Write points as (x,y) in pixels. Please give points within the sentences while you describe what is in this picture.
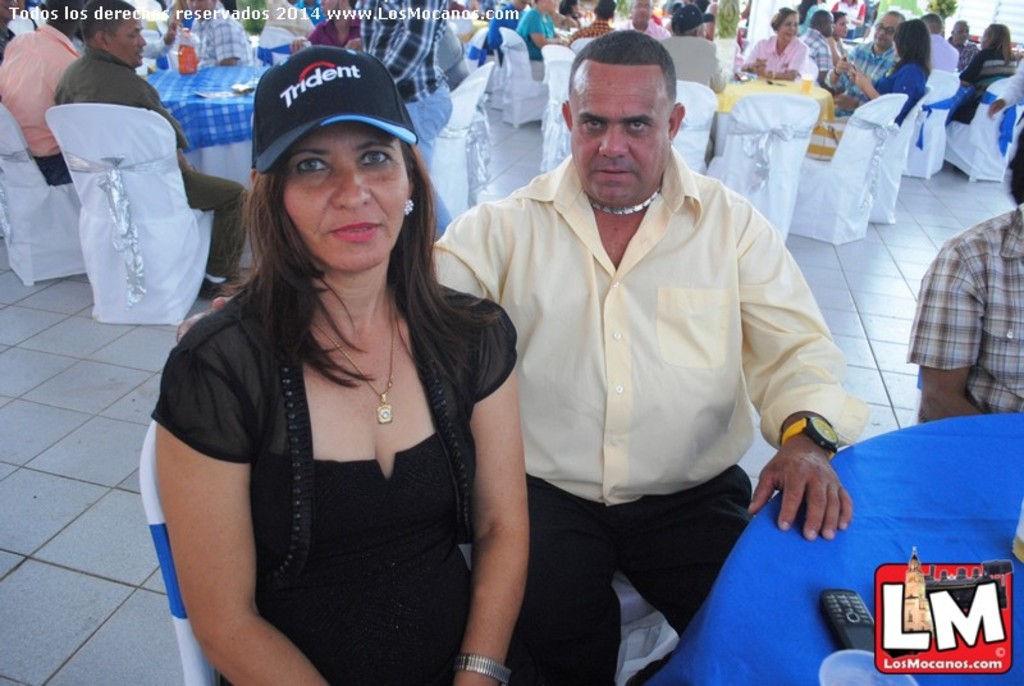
There is one man (588,360) and a woman (439,343) sitting on the chairs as we can see in the middle of this image (366,343). We can see people (308,37), chairs (118,127) and tables (717,98) in the background (541,88). There is one person (977,386) and a table (917,545) present on the right side of this image (994,434). We can see a logo (902,608) and a remote (849,621) in the bottom right corner of this image (948,634). There is a watermark (201,16) at the top of this image (281,11).
